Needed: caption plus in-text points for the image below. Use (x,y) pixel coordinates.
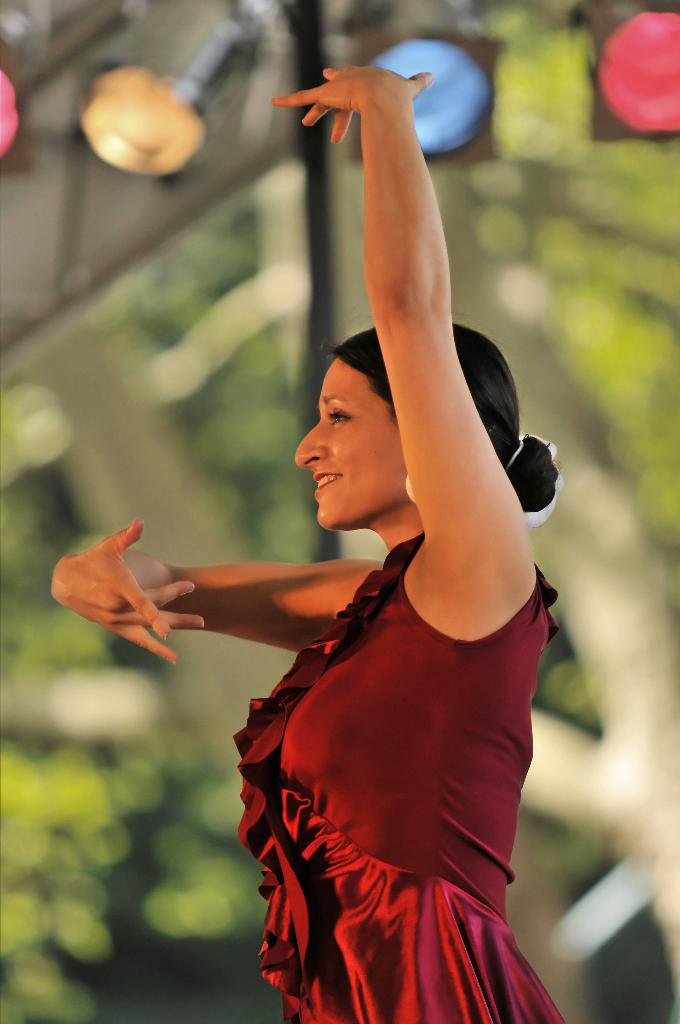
In this image we a woman (271,574) smiling and dancing, also we can see the background (494,96) it is blurred.
